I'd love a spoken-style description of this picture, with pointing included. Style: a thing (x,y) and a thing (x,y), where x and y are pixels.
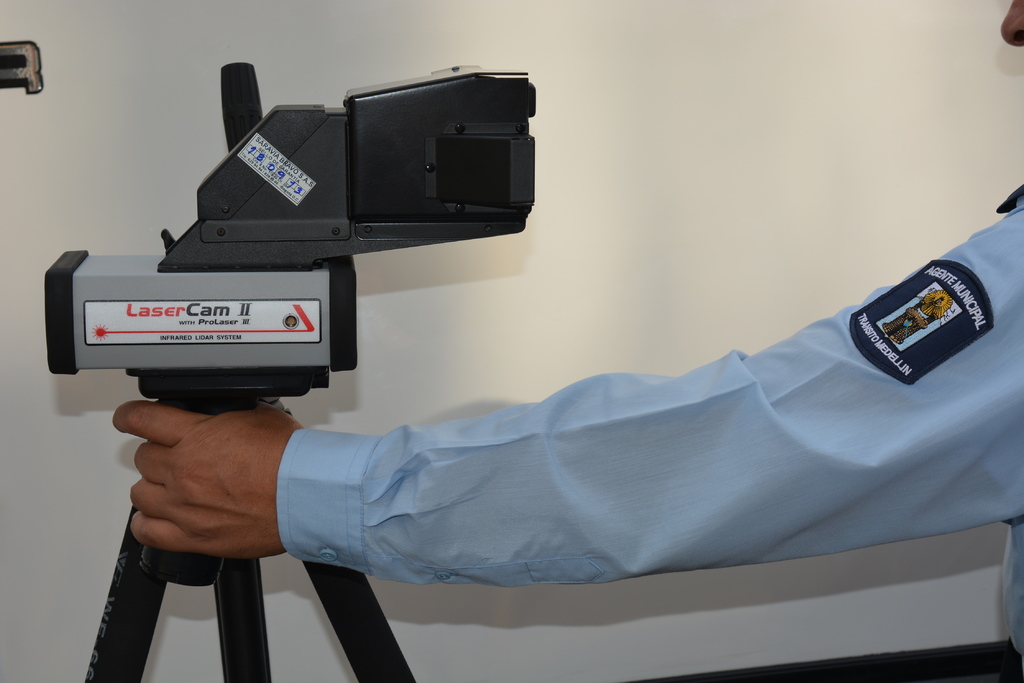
In this image, we can see a hand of a person (815,430) and on the left side (315,362) we can see a laser cam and a stand (91,677), in the background (712,140) there is the wall (705,127).
